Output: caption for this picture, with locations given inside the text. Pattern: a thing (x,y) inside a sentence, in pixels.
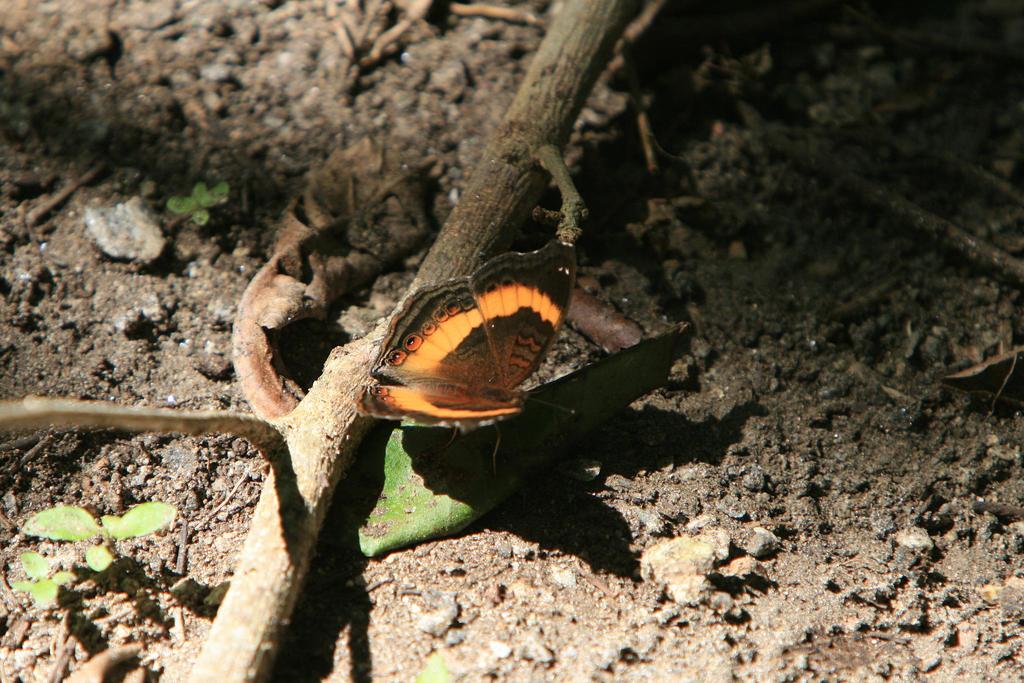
This image is taken outdoors. At the bottom of the image (622,589) there is a ground (722,368). In the middle of the image (359,386) there is a stem (289,454) on the ground (444,142). There is a dry leaf (278,264) and there is a butterfly (451,338) on the leaf (494,428).
